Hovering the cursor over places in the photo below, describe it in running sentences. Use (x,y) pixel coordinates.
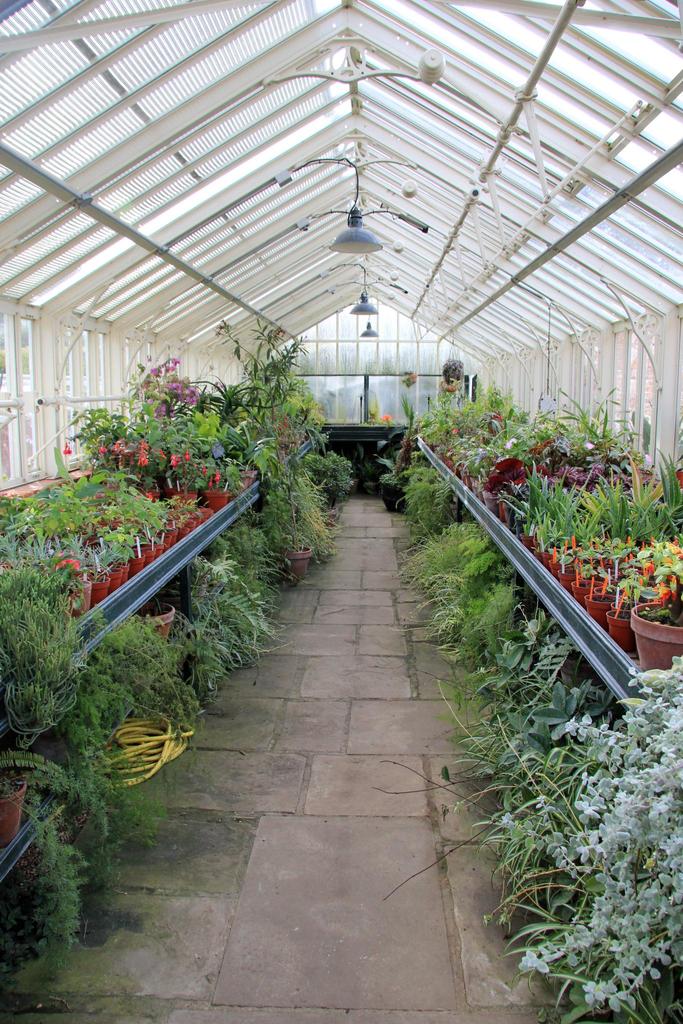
In the image in the center (299,472) we can see plant pot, plants (415,491), flowers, path (347,649) and yellow color pipe (137,737). In the background (264,320) there is a wall (662,335), roof (234,225) and lamps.
